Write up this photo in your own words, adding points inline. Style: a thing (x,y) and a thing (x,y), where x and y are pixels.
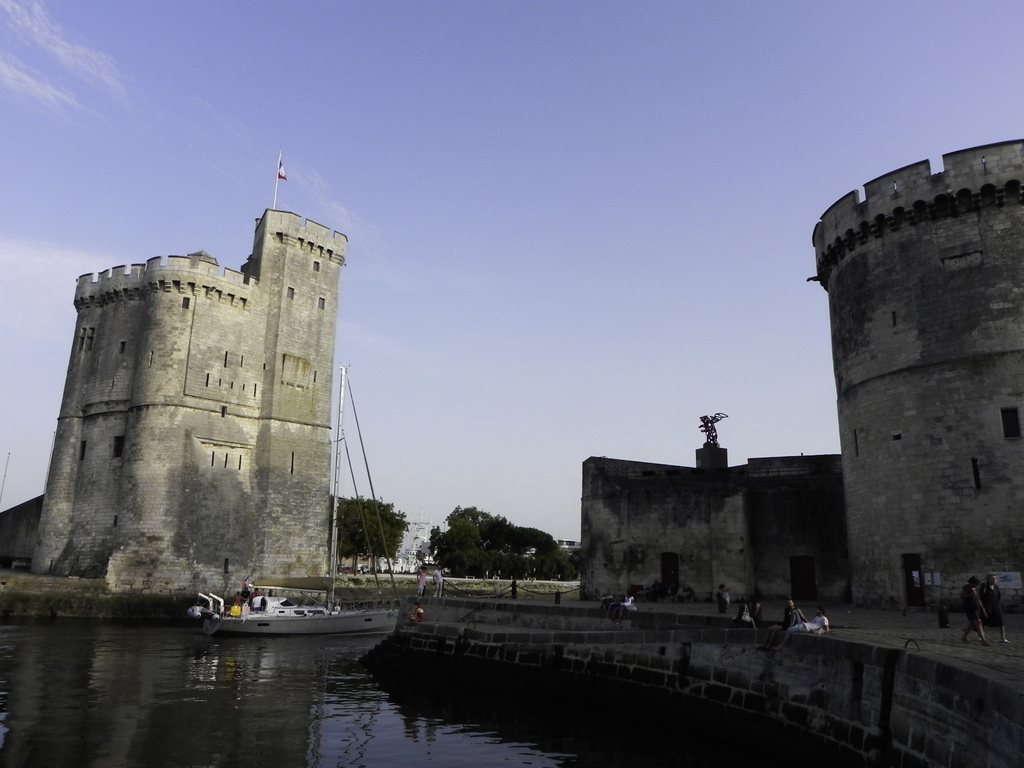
In this image we can see few forts (886,460) in the image. There are few buildings (421,546) in the image. There are many trees (460,530) in the image. There are many people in the image. There is a reflection (271,664) of a fort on the water surface (350,716). There is a lake (213,724) in the image. There is a watercraft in the image. There is a sky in the image.
